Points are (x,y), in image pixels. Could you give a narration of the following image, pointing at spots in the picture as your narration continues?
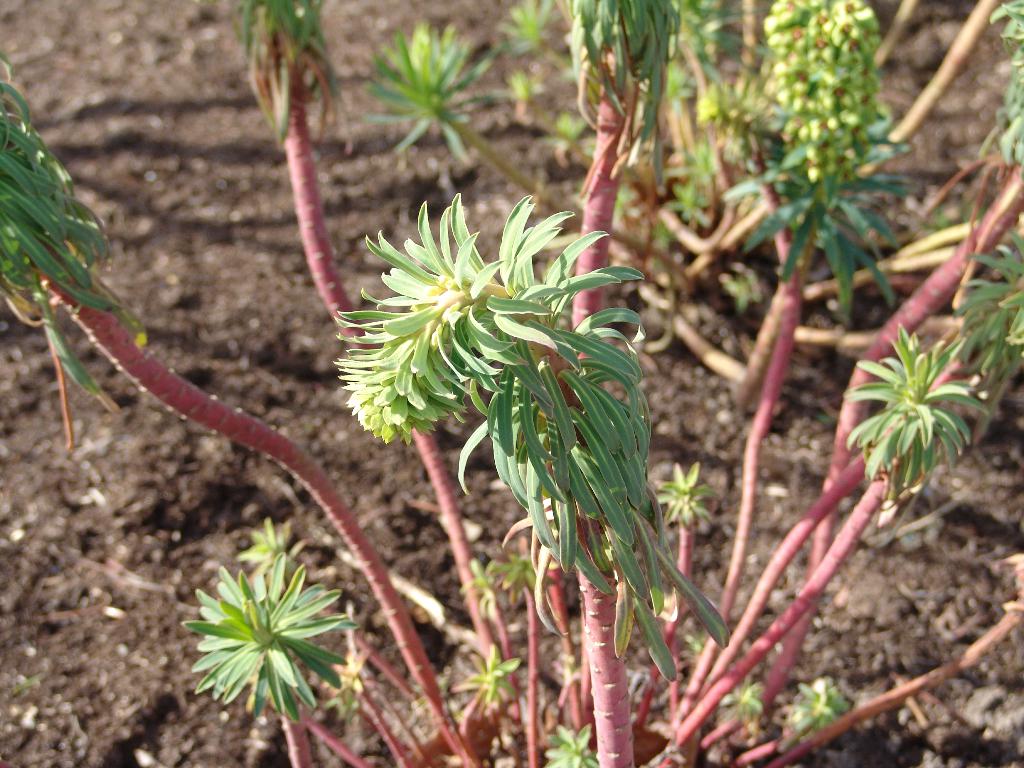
This is the picture of plants (100,345) with green color leaf (638,441) and pink color stem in the foreground (567,696) and with mud (692,280) at the bottom (31,641).
